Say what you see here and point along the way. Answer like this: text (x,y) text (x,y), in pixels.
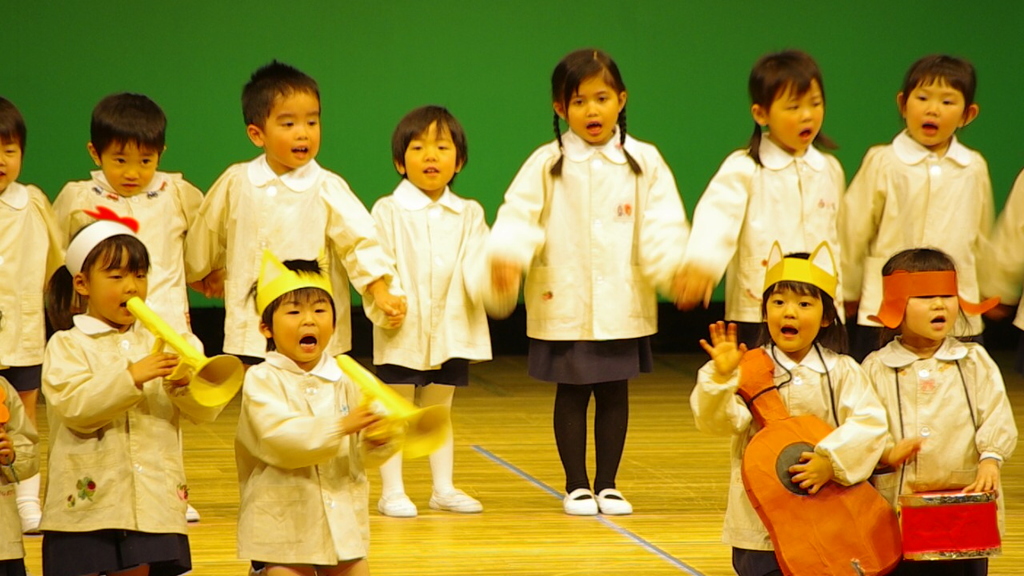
In this image there are kids (480,247) standing on a stage (523,432) and they are singing, in the background (64,73) there is a green curtain (894,36).
